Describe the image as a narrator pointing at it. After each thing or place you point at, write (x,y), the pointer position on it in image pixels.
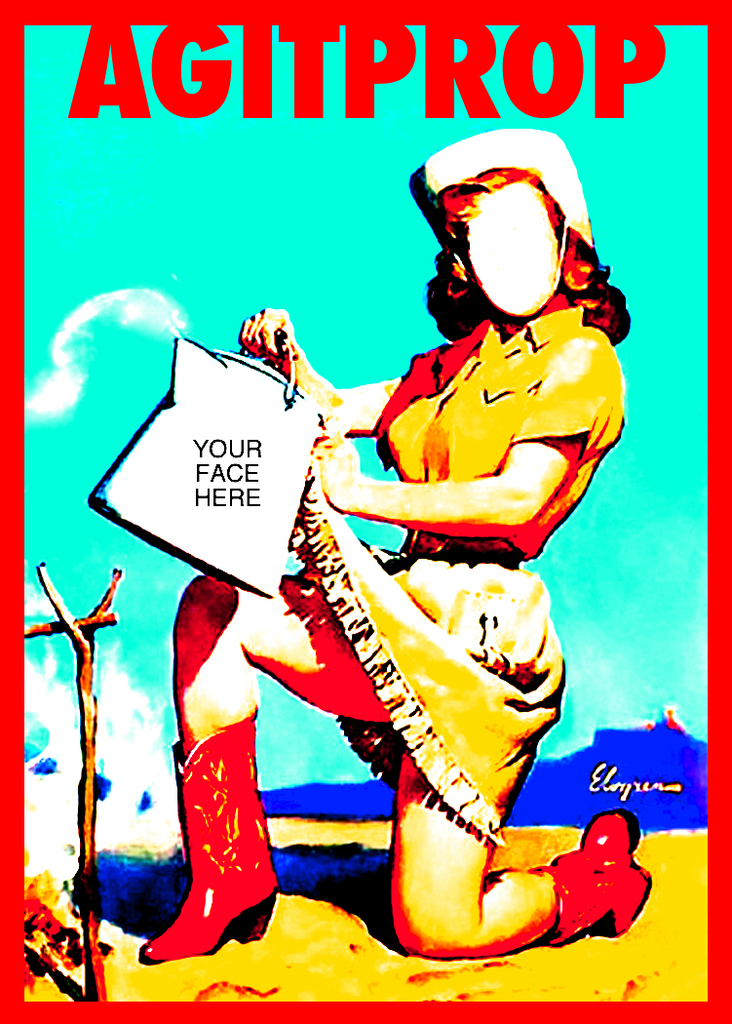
In the image in the center, we can see one poster (451,748). On the poster (416,779), we can see one person (417,668) holding some object (239,385) and we can see something written on it. On the object (275,453), it is written as "Your Face Here".
